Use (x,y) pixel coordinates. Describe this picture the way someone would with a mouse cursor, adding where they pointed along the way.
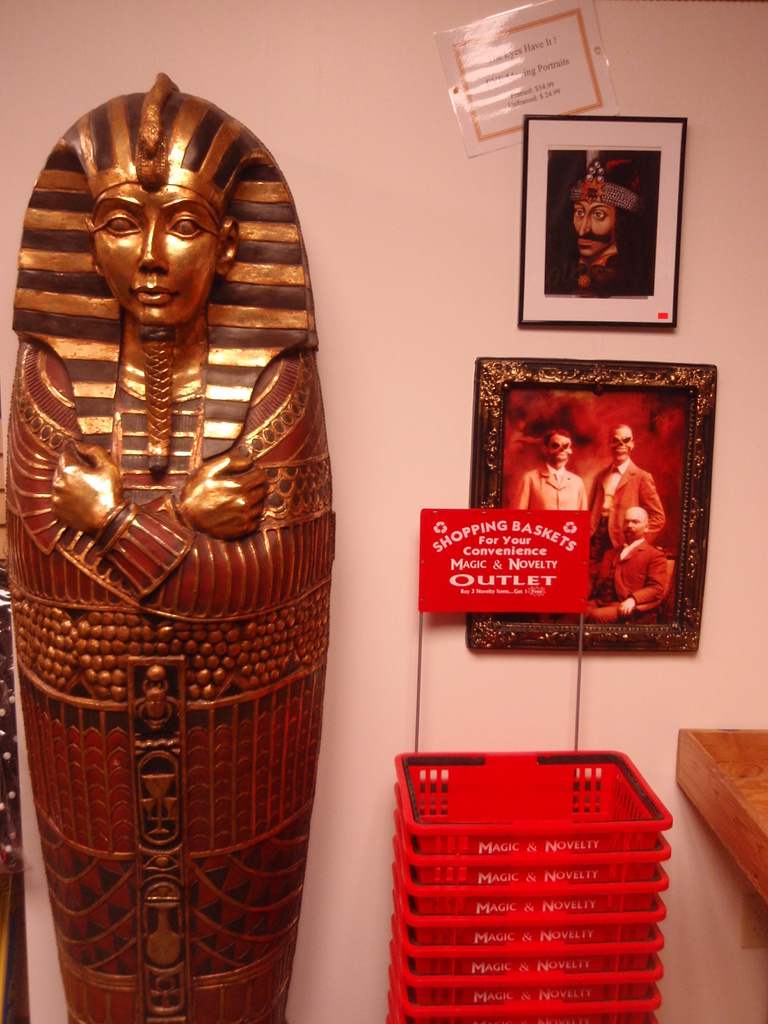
In the picture there is a statue (277,556), beside the statue (234,961) there are shopping baskets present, there is a wall (678,699), on the wall (673,693) there are pictures (648,509) present.
